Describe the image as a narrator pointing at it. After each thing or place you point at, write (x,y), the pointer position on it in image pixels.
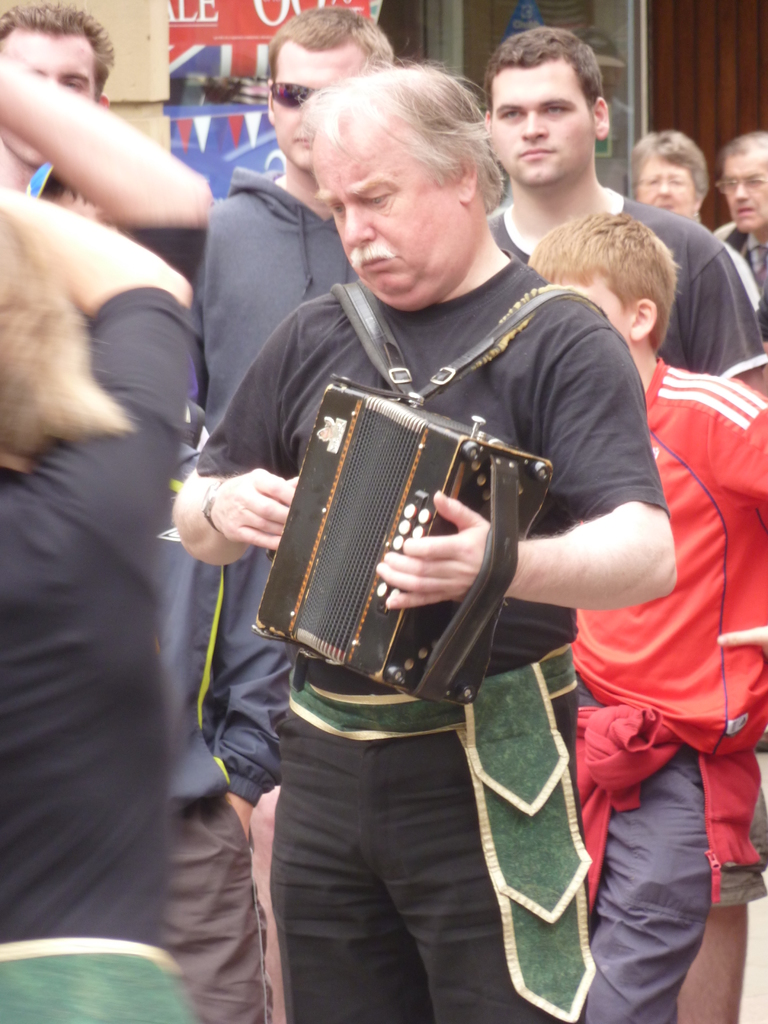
In this picture we can see a group of people (386,805) and one person (464,837) is holding a musical instrument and in the background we can see a poster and some objects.
